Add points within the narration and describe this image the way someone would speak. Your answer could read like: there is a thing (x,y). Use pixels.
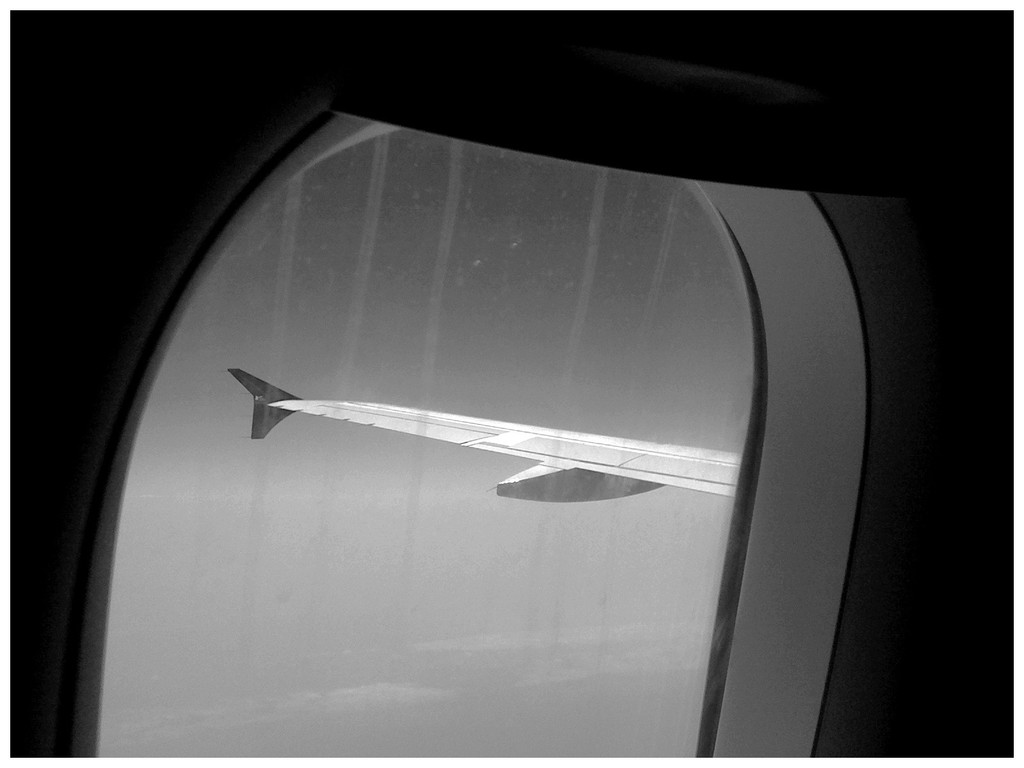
In the picture we can see wing (430,424) of an airplane (507,454) through the window (496,350) and there is clear sky (440,492).
